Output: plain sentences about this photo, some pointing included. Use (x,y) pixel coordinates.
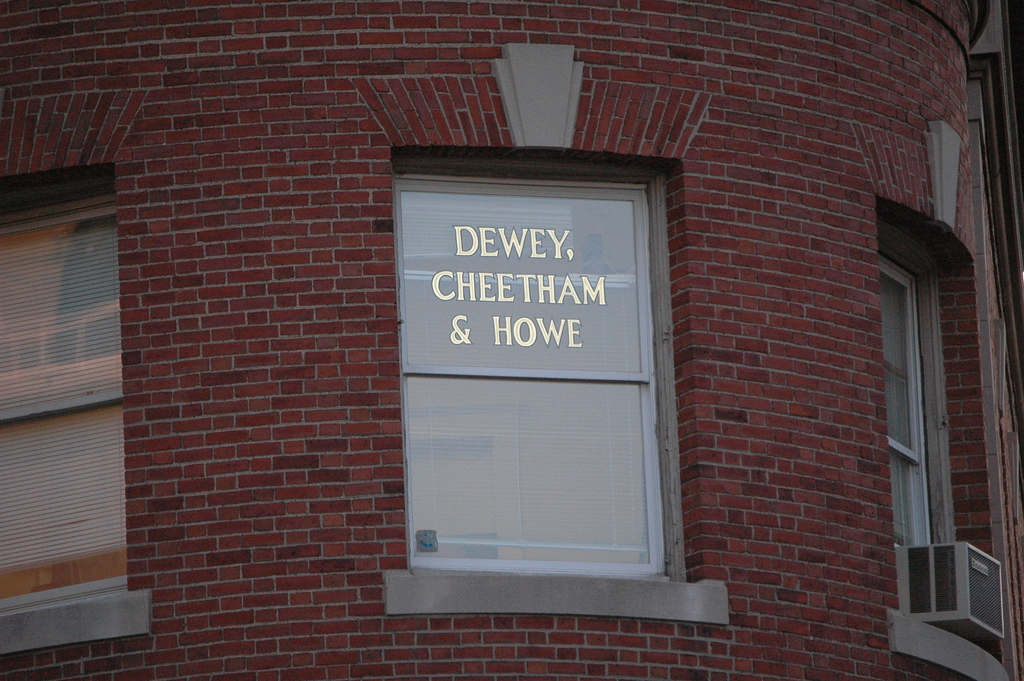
In the image we can see there are windows (498,391) on the wall (743,54) of the building (773,395). The wall (778,279) is made up of red bricks (781,227) and there is an AC outdoor unit box (922,592) kept on the window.
